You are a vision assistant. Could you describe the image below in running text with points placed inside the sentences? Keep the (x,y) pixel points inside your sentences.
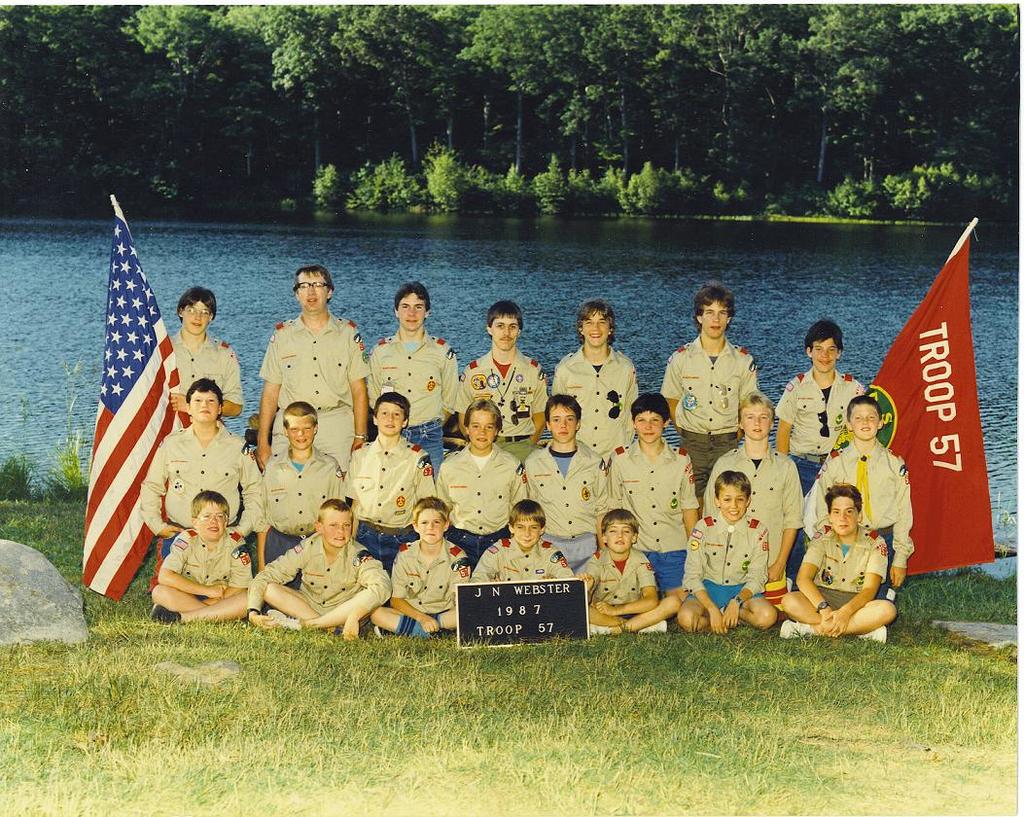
In this image there are group of kids (693,586) sitting on the grass (590,641), a kid (491,571) holding a name board (489,602), another group of kids (893,463) are standing on their knees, and another group of kids (584,418) are standing, flags (914,329), and in the background (11,129) there is water (535,319), trees (443,13).
